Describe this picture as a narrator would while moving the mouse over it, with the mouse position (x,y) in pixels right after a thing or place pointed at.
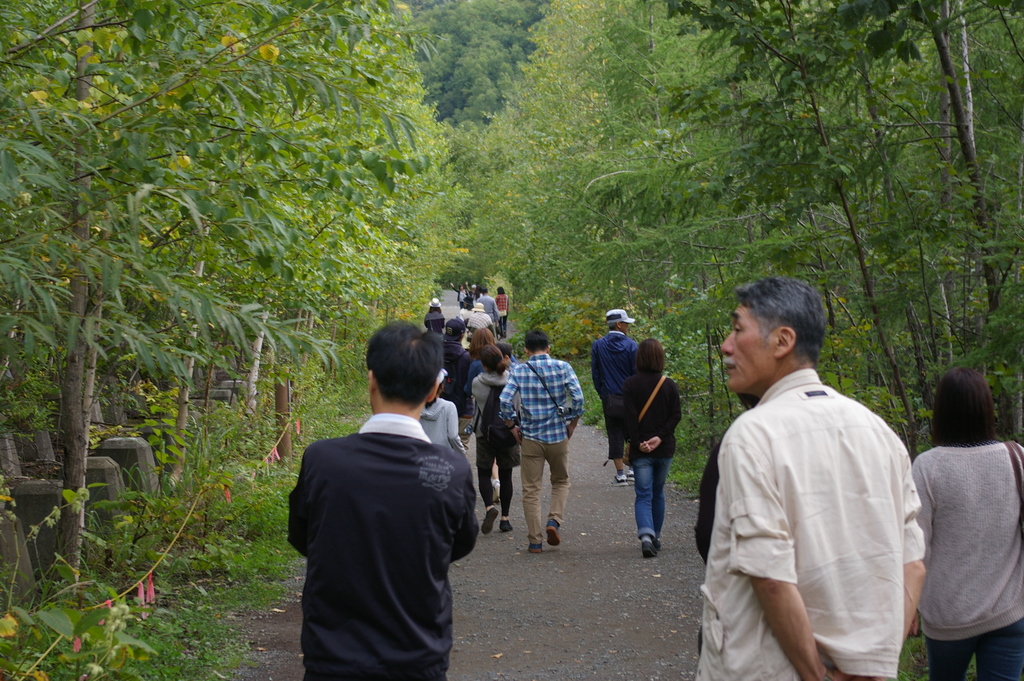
In this image there are few people (539,476) walking on the path (541,579). On the either sides of the road (539,607) and in the background (500,118) there are trees (477,170).
